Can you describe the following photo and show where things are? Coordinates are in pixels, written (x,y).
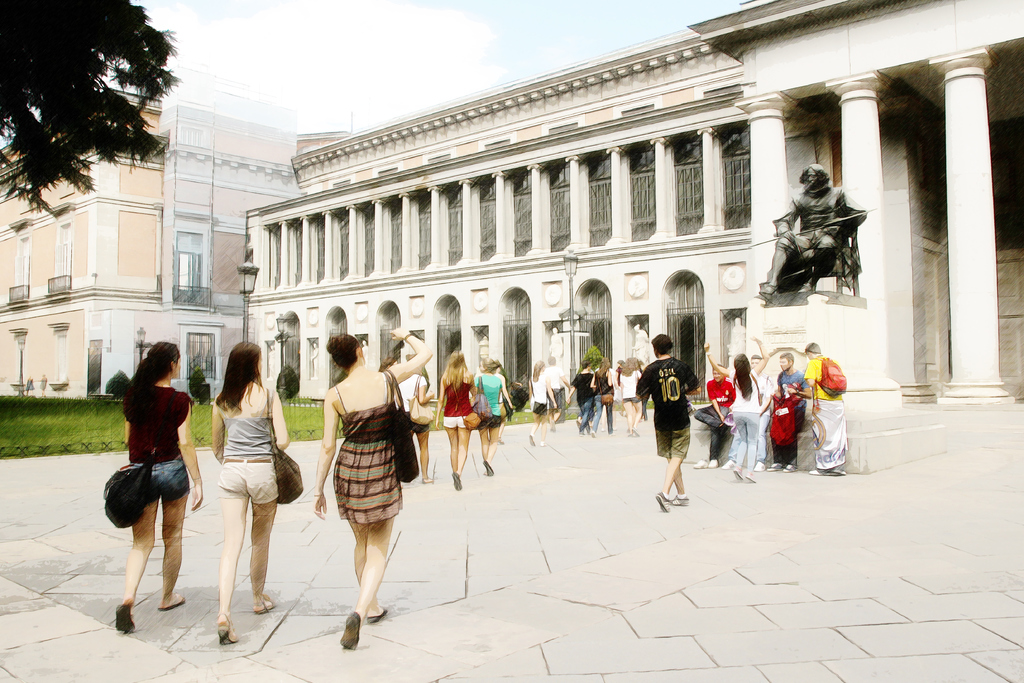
In this image there are a few people (397,492) walking, in front of them there is a statue (794,301), behind the statue (775,301) there are building (291,286), in front of the building (265,312) there is grass (79,418) on the surface (63,444) and there is a tree (75,127).
